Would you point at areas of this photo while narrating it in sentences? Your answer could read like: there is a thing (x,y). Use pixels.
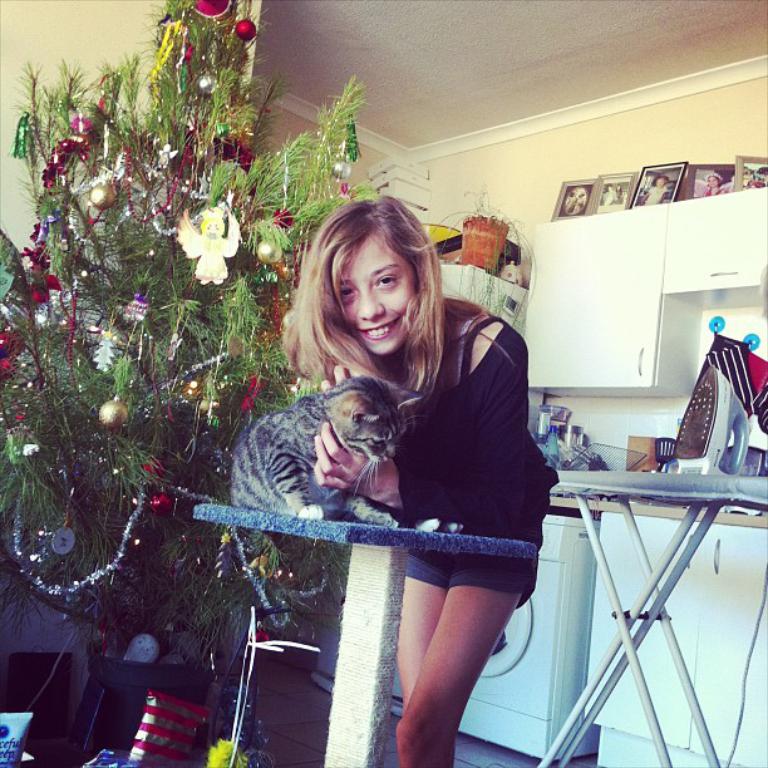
In this picture we can see a woman (463,442) she is holding a cat (283,486) in her hands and she is smiling, and next to her we can see a plant (253,375), iron box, washing machine (571,522) and couple of photo frames (573,206).
